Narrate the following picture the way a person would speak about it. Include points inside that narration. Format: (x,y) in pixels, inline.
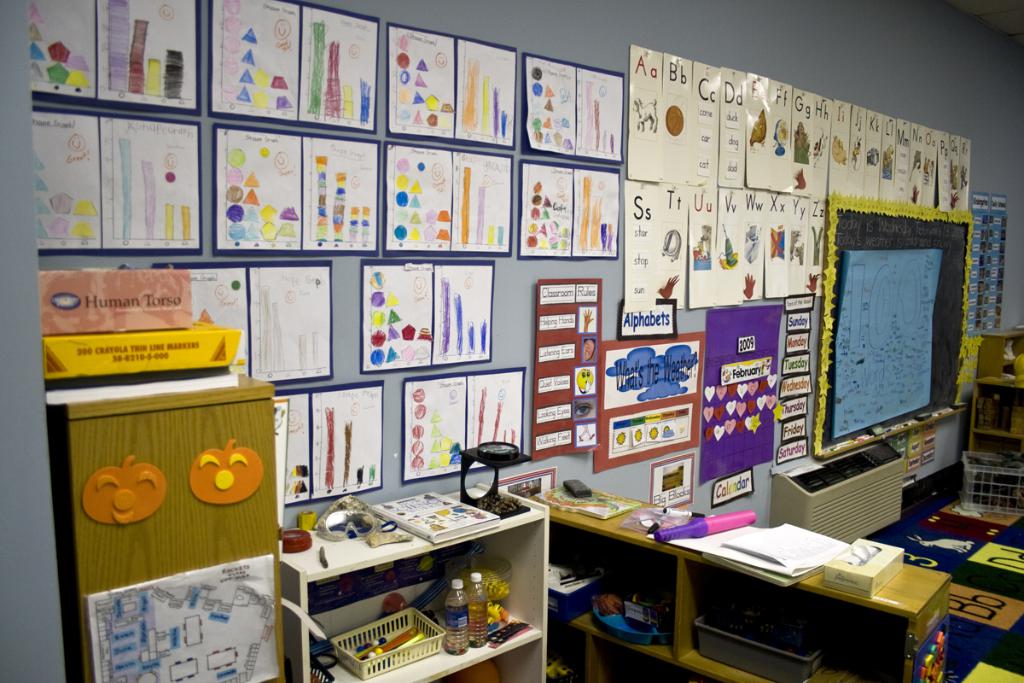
In this image there are shelves (574,533) in the center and on the shelf (590,580) there are bottles (458,620), books (451,526), papers (758,543), baskets (423,625) and in the background (431,327) there are posters (749,281) on the wall (446,258) with some text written on it and in front of the wall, on the left side (146,457) there is a stand (188,492) and on the top of the stand (187,505) there boxes (131,327) with some text (130,352) written on it.
